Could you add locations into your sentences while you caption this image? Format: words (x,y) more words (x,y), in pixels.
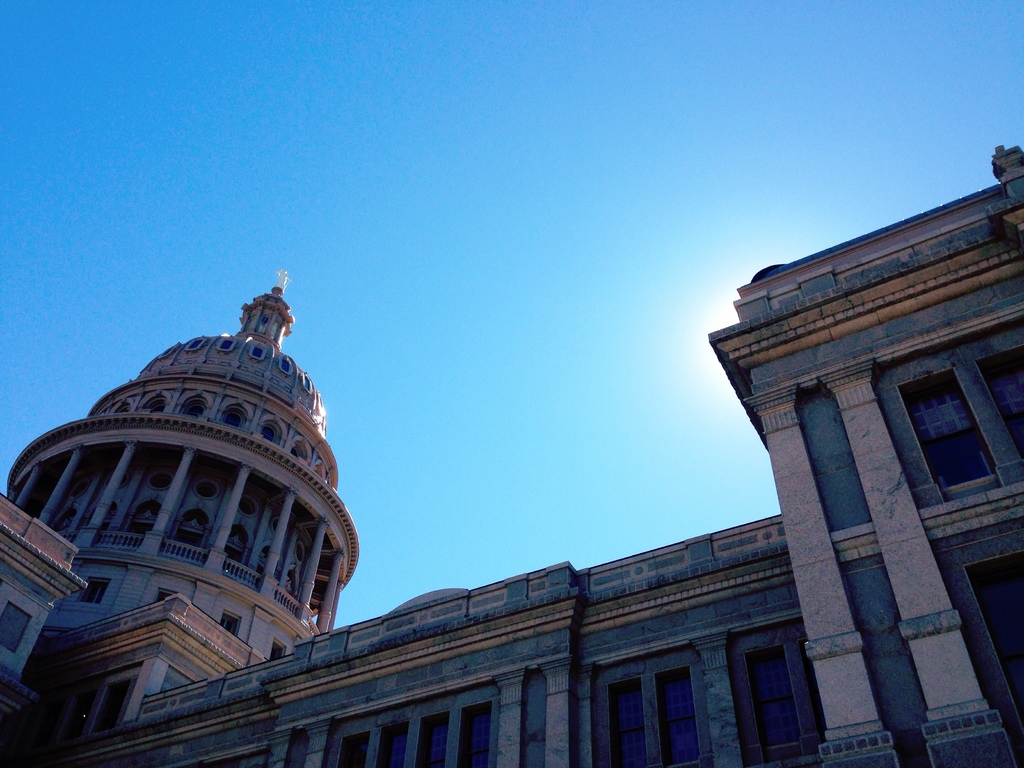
In this picture I can see the building (795,419). On the left (274,288) I can see the statue (278,270) on the top of the dome (285,299). In the back (591,301) I can see the sun's light beam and sky (480,84).
